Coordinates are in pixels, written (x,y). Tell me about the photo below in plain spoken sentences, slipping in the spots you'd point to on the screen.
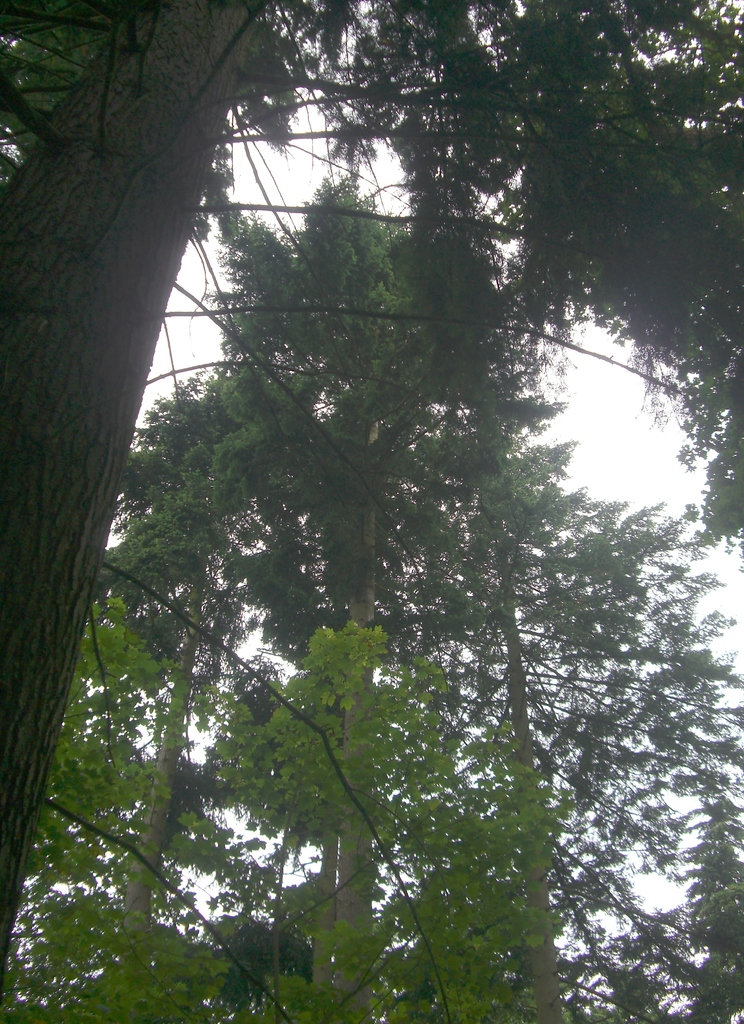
This image is taken outdoors. In the background (583,396) there is the sky (593,432). In this image there are many trees (523,84) with leaves (542,87), stems (119,120) and branches (419,564).
